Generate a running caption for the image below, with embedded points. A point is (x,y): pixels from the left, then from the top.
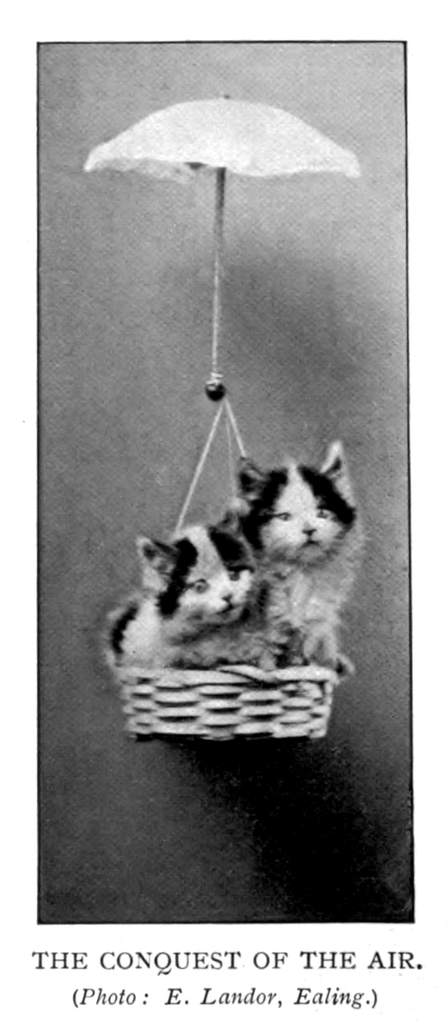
In the foreground of this poster, there are two cats (286,619) in a basket (288,689) and we can also see an umbrella (218,181) at the top (320,150) and some text (182,963) at the bottom (270,998).
